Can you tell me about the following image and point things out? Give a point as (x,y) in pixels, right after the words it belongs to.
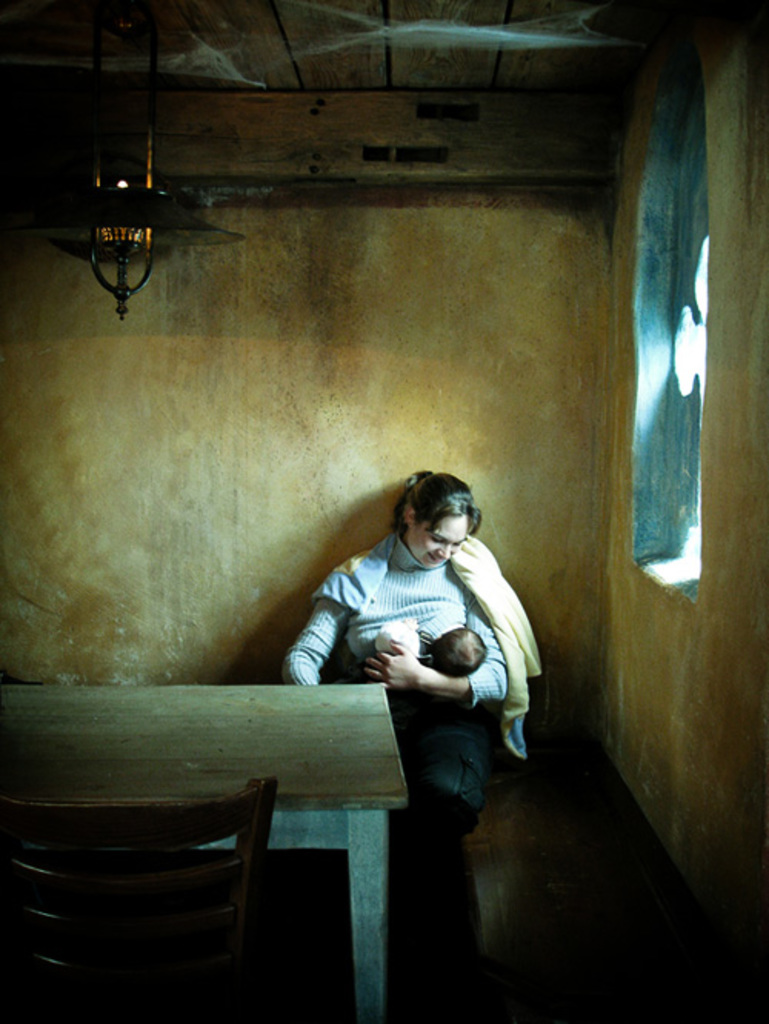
A woman (393,591) is breastfeeding her baby (472,643) sitting at a corner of the room (501,556).
